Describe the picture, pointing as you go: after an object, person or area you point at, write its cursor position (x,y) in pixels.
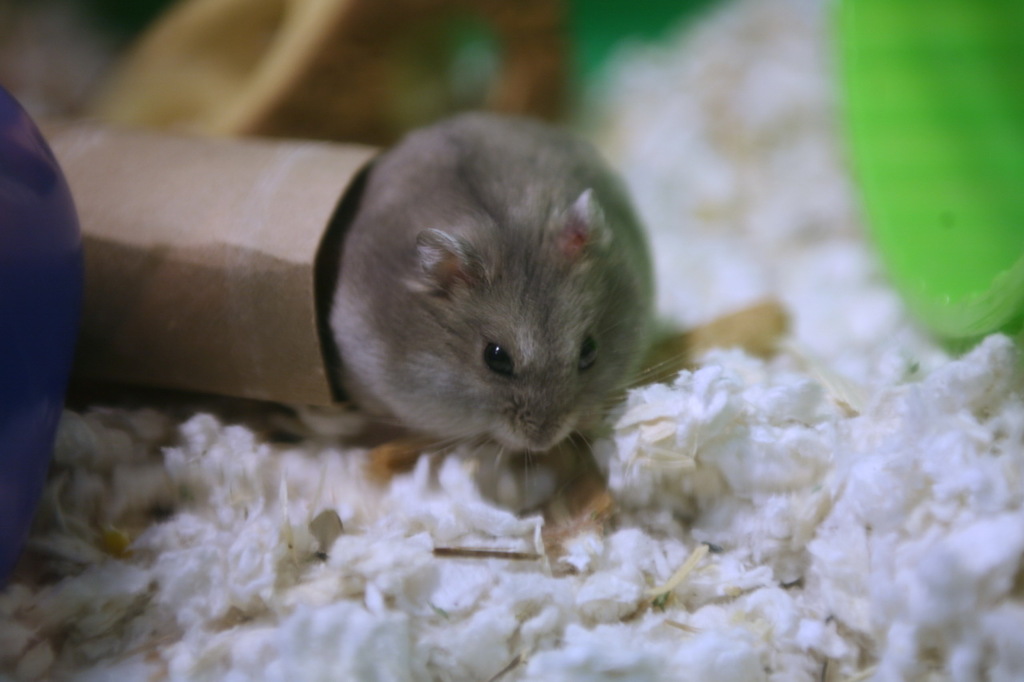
This is a picture of a hamster (555,300). Left side of the hamster (565,271) one paper (214,249) is there. Bottom of the image (601,588) some white color object (621,605) is present.
